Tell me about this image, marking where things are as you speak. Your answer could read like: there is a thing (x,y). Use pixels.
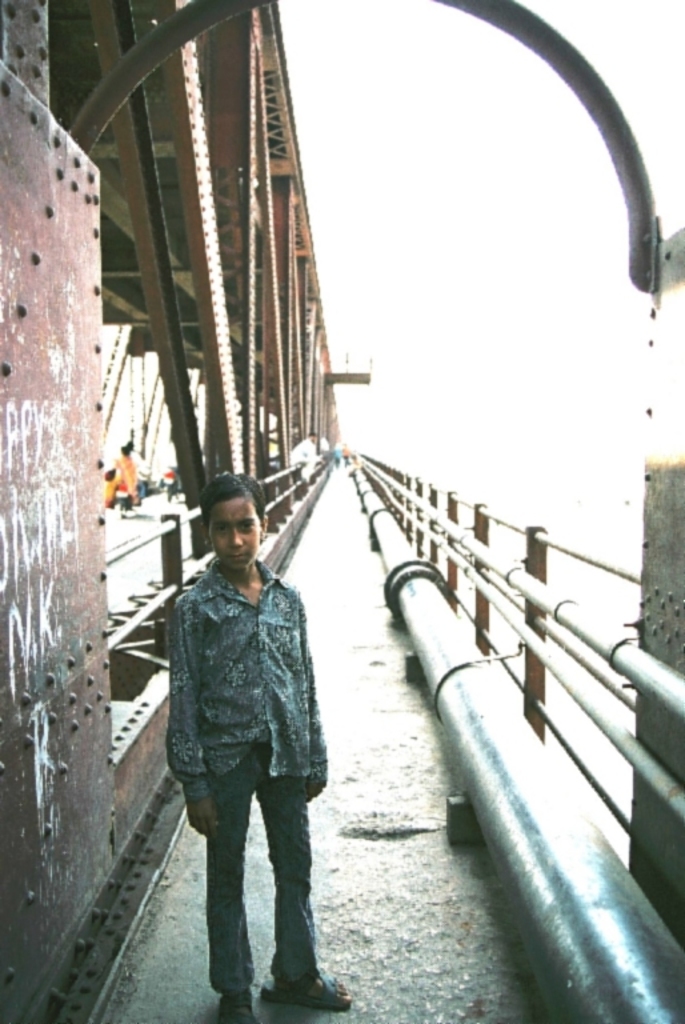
In this image we can see person (295,709) standing on the bridge (324,638), motor vehicles (172,497) on the bridge (208,456), iron grills (217,449), pipelines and sky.
